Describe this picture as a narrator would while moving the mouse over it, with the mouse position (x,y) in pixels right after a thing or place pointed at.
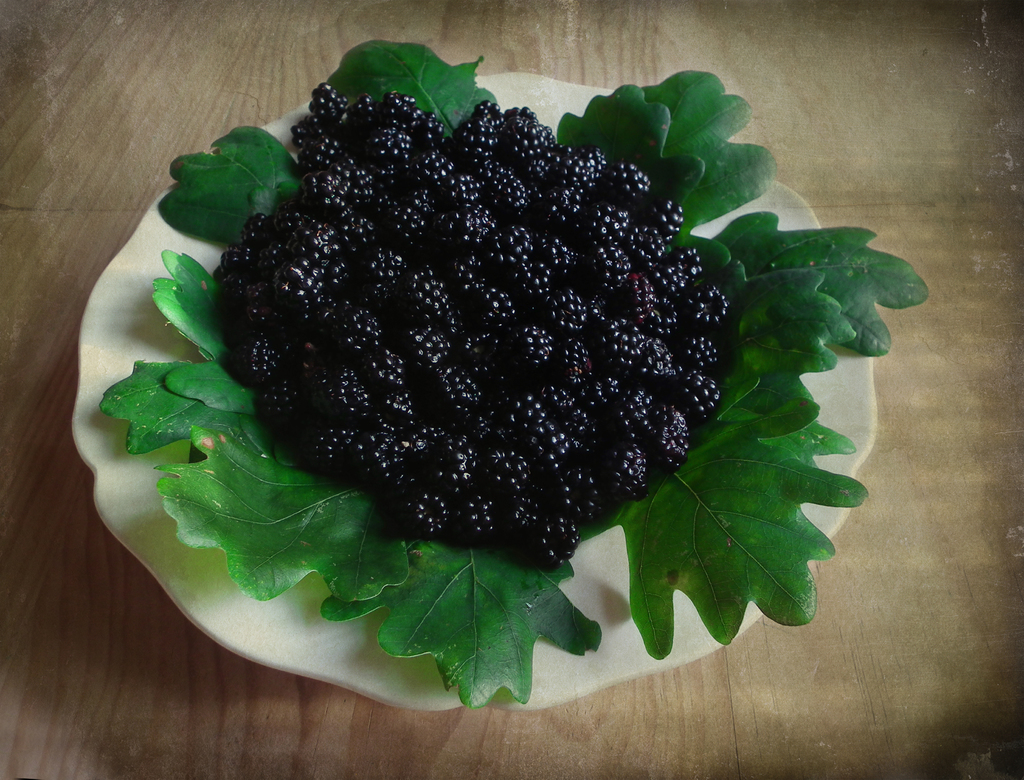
In the center of this picture (346,350) we can see a platter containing the berries (531,261) and the green leaves (253,151). In the background (831,32) we can see an object (26,551) which seems to be the wooden table (62,126).
